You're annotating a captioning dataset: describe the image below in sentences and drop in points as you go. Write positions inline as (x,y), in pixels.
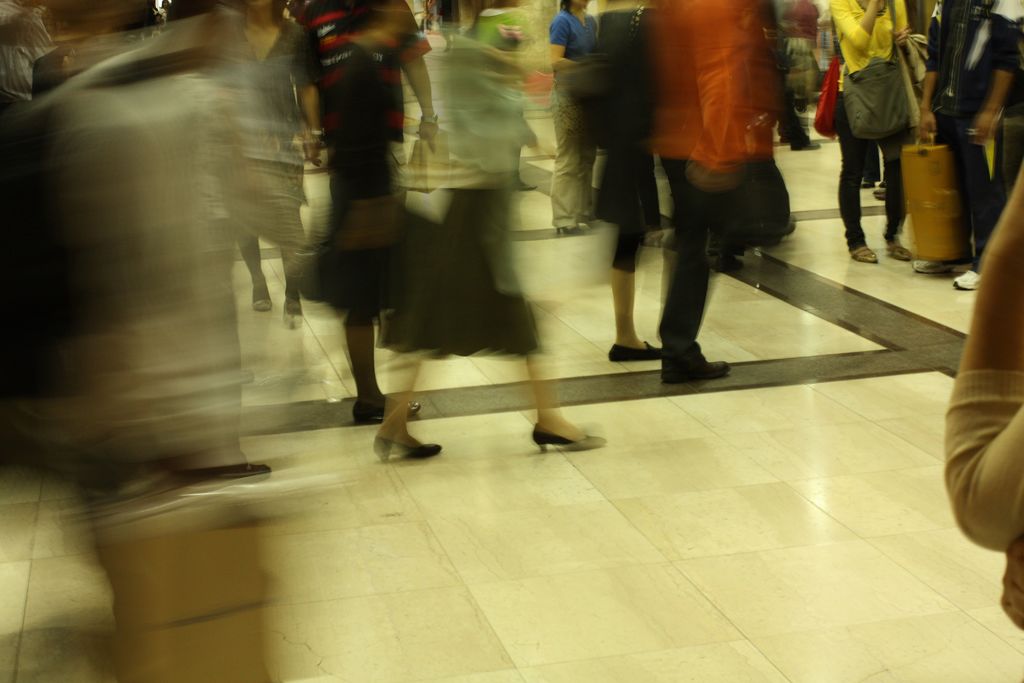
In this image we can see a crowd (626,232) standing on the floor (327,376) and some of them are carrying bags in their hands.
